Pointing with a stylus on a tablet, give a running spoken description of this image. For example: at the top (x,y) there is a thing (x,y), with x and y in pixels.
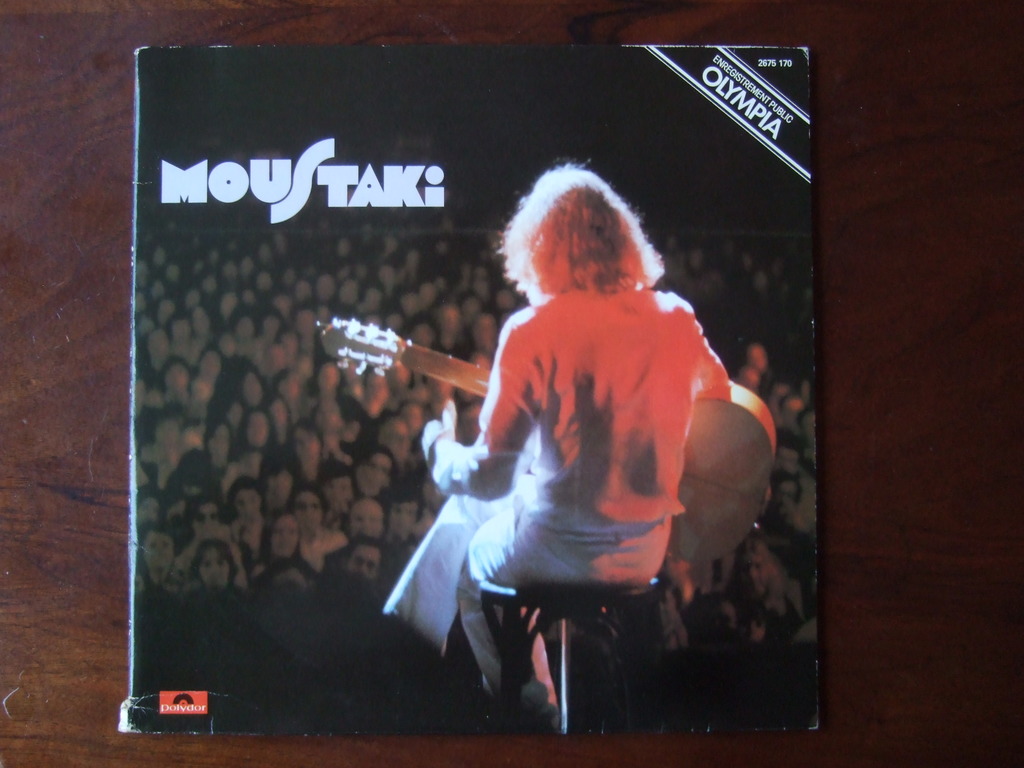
In this image there is a record cover (570,551) on the wooden board (287,742), and there are words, numbers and a photo (474,291) on the record cover (512,352).
